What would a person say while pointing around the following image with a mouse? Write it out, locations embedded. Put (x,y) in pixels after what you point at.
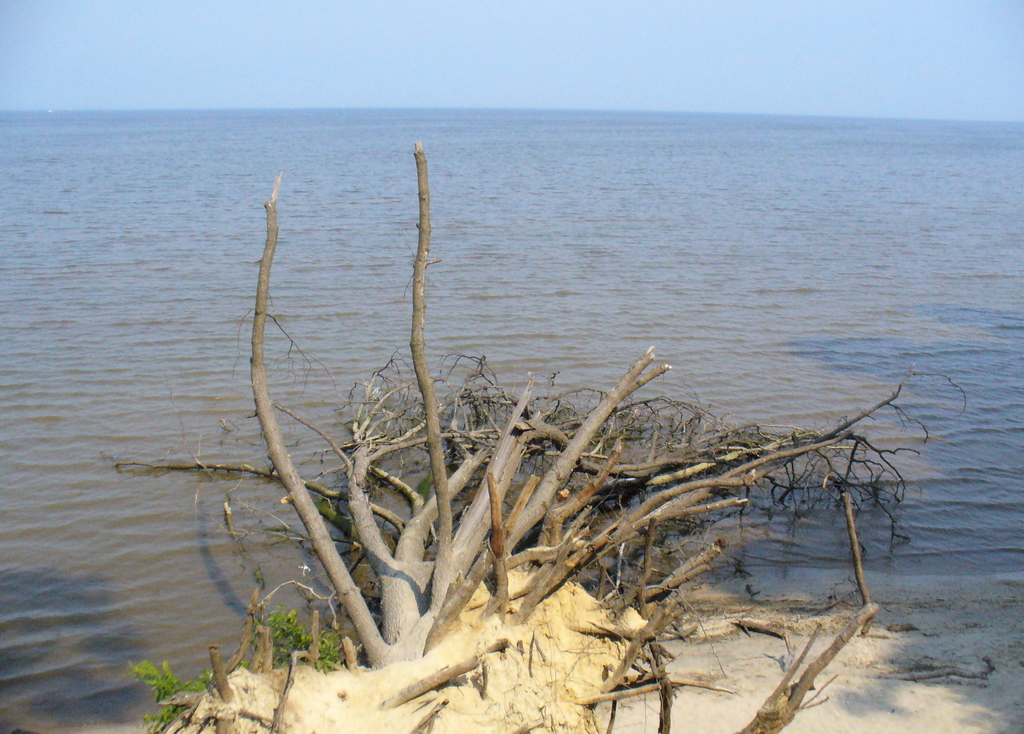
This image consists of water (633,244) in the middle (584,363). There is sky (611,3) at the top (514,68). There is a dried tree (443,509) in water (17,655).
